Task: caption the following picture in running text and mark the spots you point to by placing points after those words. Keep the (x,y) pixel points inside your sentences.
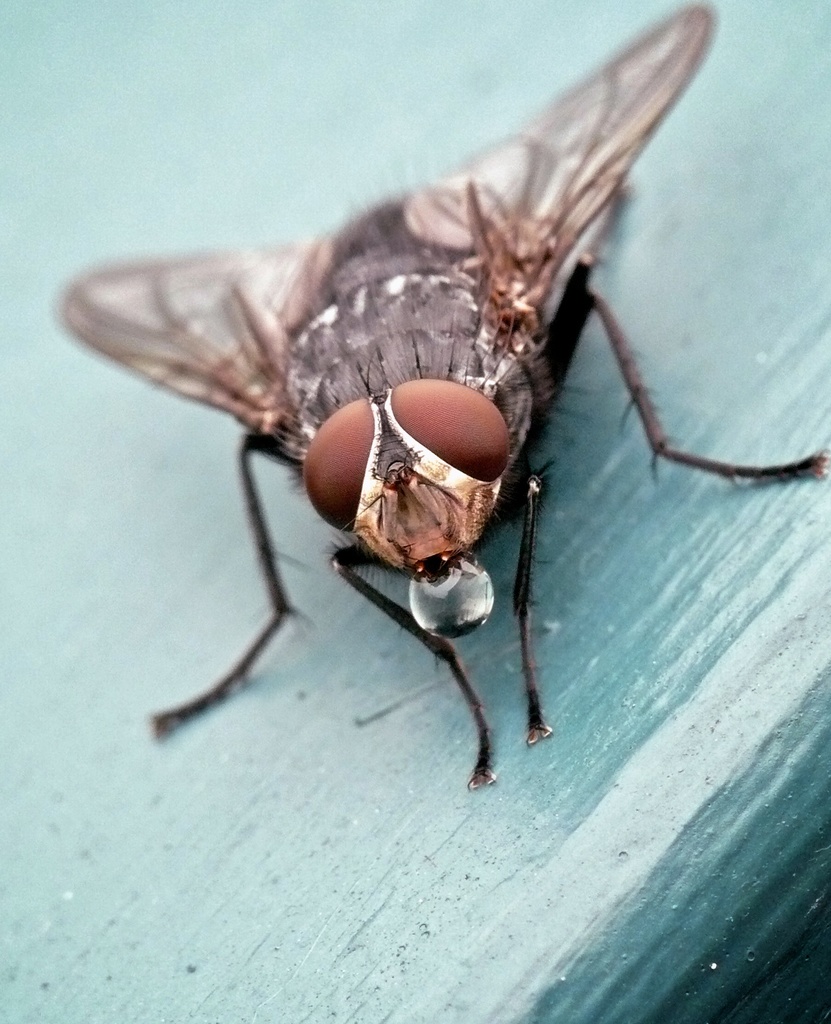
This image consists of a fly (308,346). It is on a wooden plank (382,663).
